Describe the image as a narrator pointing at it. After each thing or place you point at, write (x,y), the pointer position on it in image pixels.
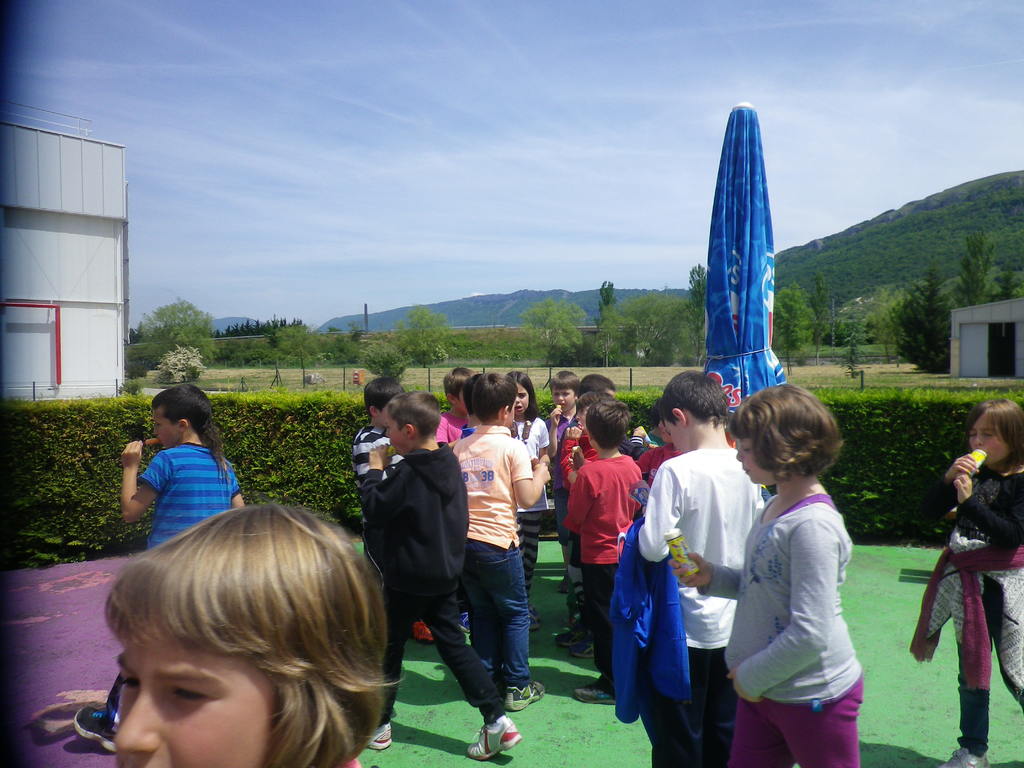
They are a group of children (523,541) standing on the ground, there is some greenery (872,388) around the children (577,418) and in the background (411,325) there are a lot of trees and a mountain (925,229).
